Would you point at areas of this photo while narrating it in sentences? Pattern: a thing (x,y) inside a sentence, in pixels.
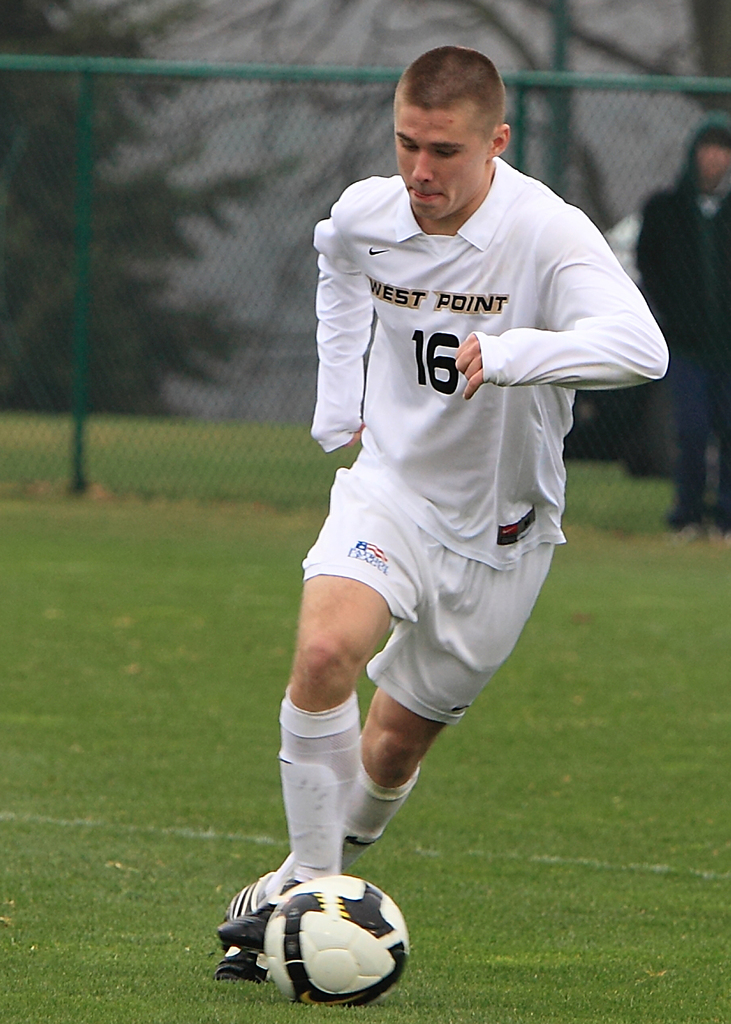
In this image, In the middle (469,577) there is a man (500,566) he wears white t shirt (424,369), trouser (429,544) and shoes (239,919) he is playing foot ball game. In the background (707,274) there is a person (686,322), trees (382,46), grass (166,451) and fence (232,305).
